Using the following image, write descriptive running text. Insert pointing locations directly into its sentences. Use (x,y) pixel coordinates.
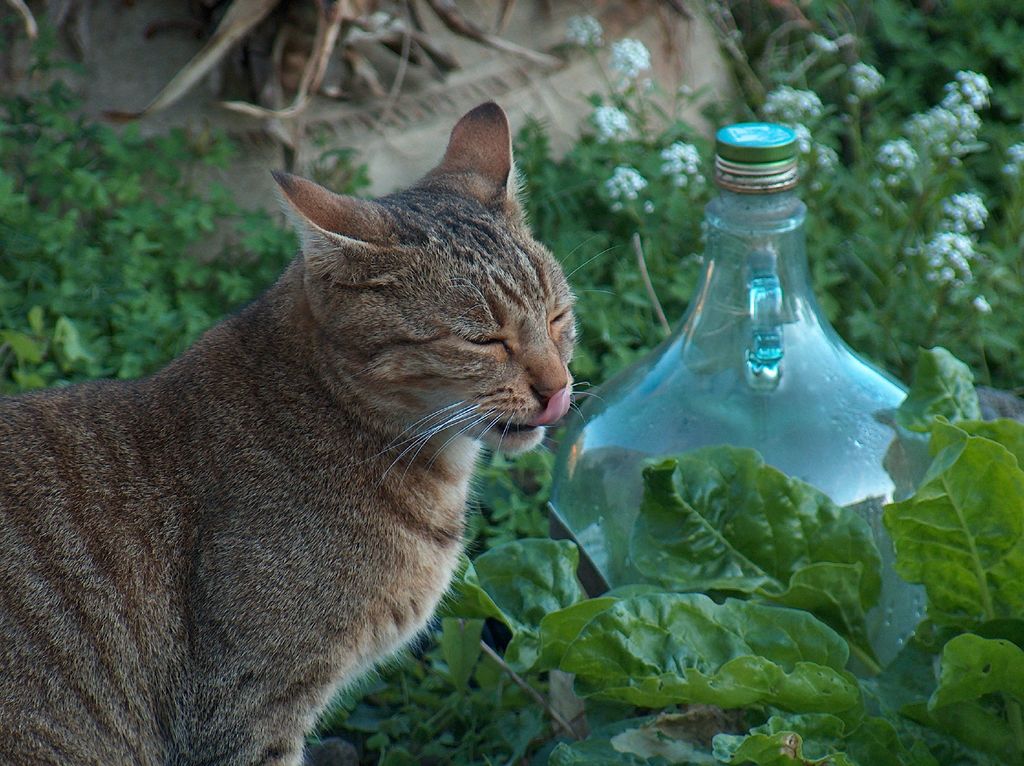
There is a cat (430,401) closing her eyes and there is a glass bottle (775,369) and plants (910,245) in front of it.
